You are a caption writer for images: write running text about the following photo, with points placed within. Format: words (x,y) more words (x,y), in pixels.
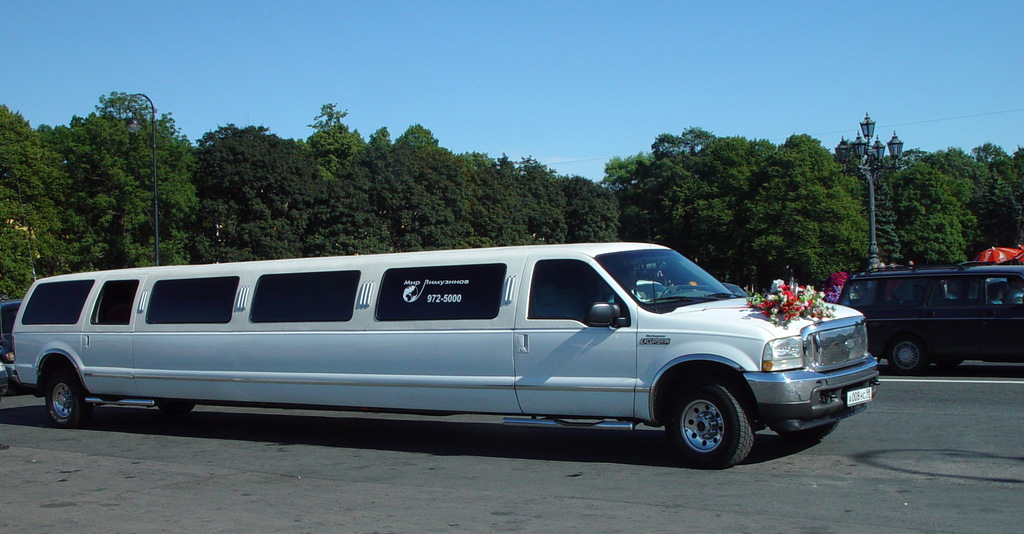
In this picture we can see some vehicles (455,347) parked on the path (21,486). Behind the vehicles (299,359) there are poles (879,159) with light (896,152) and behind the poles (873,204) there are trees (717,189) and the sky (656,96). On the white car (767,325) there are flowers (812,310).
